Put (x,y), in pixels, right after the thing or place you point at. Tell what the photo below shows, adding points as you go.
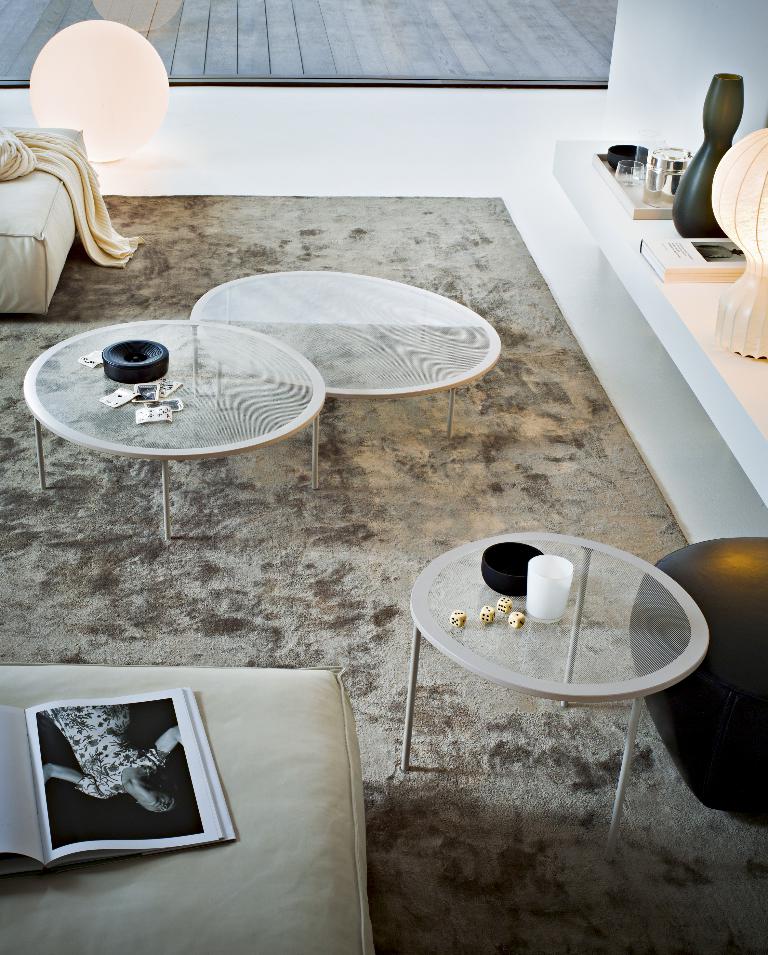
In this image we can see tables (366,300), sofa (134,897), magazine (38,793) and carpets (365,614). On the tables (489,626), we can see cards (143,386) and some dice (487,612). On the right side of the image (748,199), we can see a book (688,252), a lamp (740,327) and some objects (689,164) on the white color surface (690,333). At the top of the image (603,2), we can see wooden surface (396,63), glass (242,33) and one circular shaped object (112,85).
